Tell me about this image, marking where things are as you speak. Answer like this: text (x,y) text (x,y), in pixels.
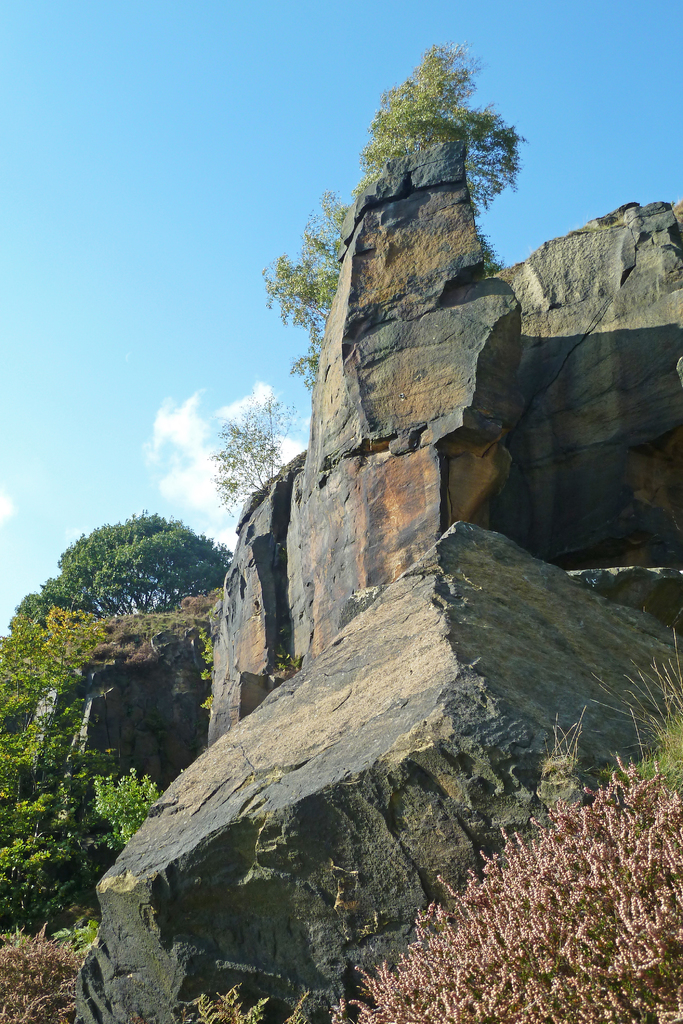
On the right side (554,299) we can see rocks (313,587) and at the bottom corner (497,933) there is a plant (648,931). In the background (129,641) there are trees (204,548), rocks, plants (58,631) and clouds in the sky (232,341).
